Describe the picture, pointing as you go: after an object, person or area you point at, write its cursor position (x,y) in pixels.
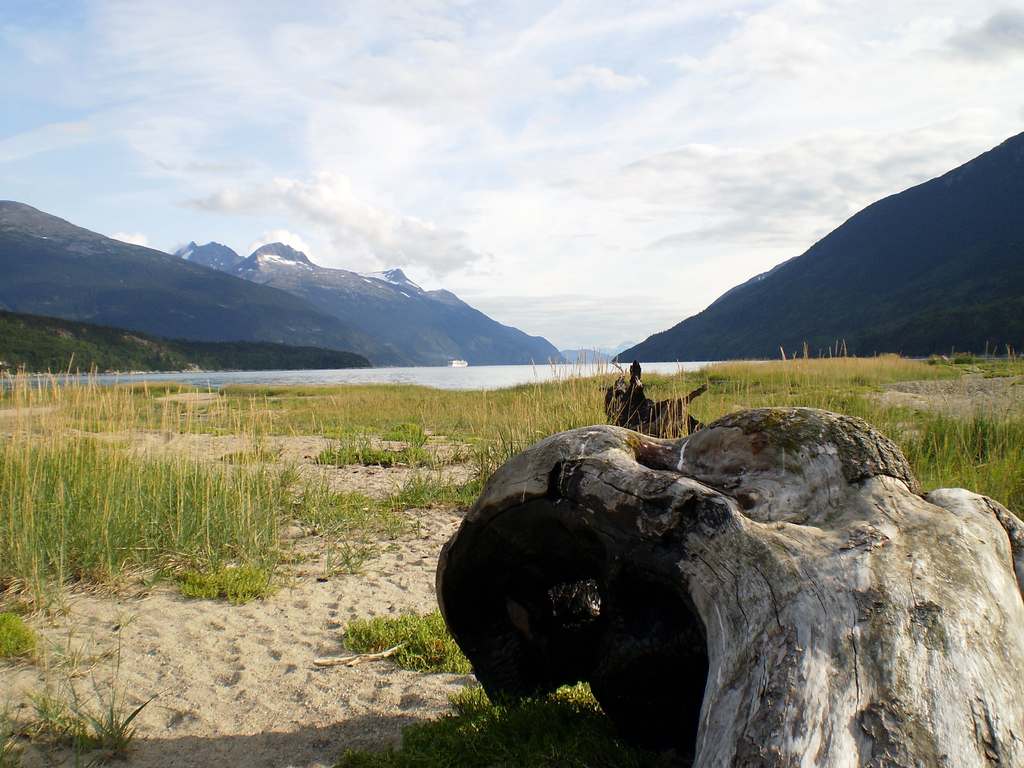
In this picture there is a beautiful view. In front (868,674) bottom side there is a tree trunk (743,564). Behind there is a grass (238,480) on the ground (355,475). In the background (424,376) there is a river water (498,375) and on both the sides there are some huge mountains (855,307). On the top (536,159) there is a sky (530,171) with white clouds (554,340).
